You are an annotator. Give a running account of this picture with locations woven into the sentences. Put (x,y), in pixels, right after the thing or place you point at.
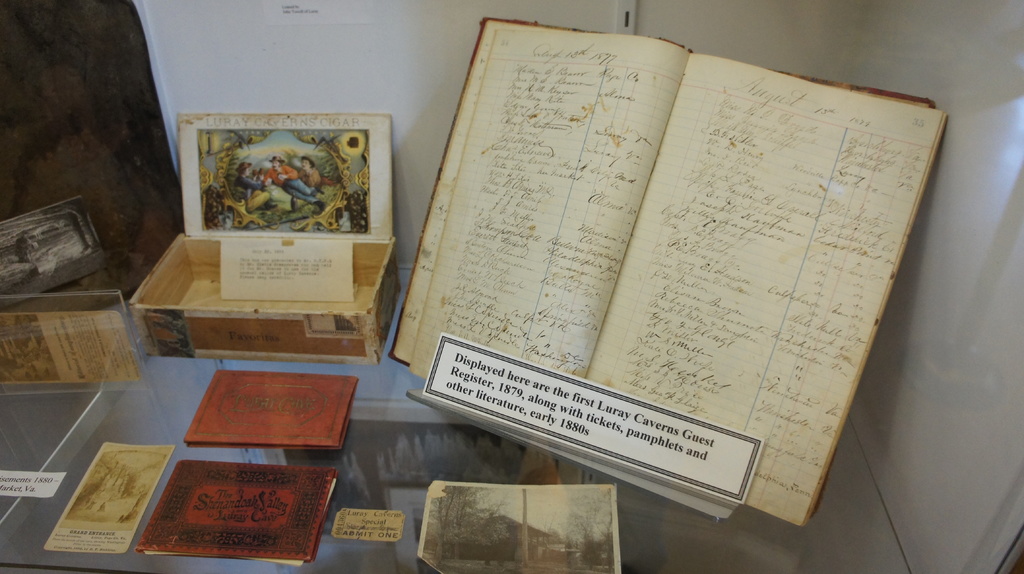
There is a register book (473,206), box (338,304), papers (236,291) and many other things (231,447) on a surface (656,520). In the back (952,372) there is a wall (952,372).
